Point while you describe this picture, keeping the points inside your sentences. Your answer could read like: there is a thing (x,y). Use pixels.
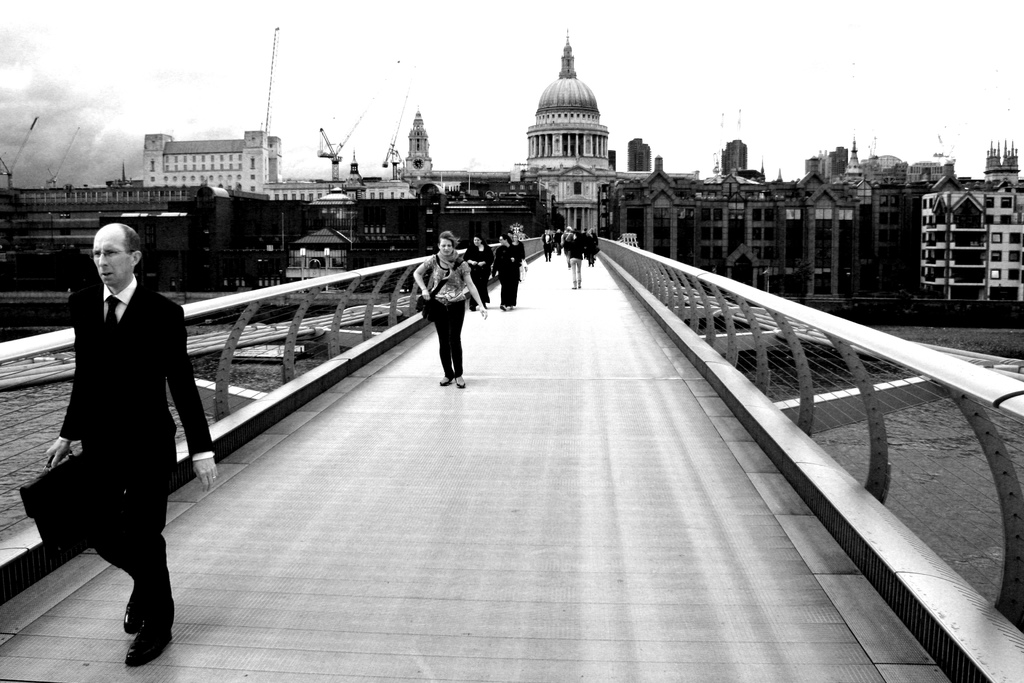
This is a black and white image and here we can see people (109,467) on the bridge (343,442) and one of them is holding a bag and some are wearing bags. In the background (465,213), there are buildings (246,138), boards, poles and there is a road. At the top (249,31), there is sky (302,20).
